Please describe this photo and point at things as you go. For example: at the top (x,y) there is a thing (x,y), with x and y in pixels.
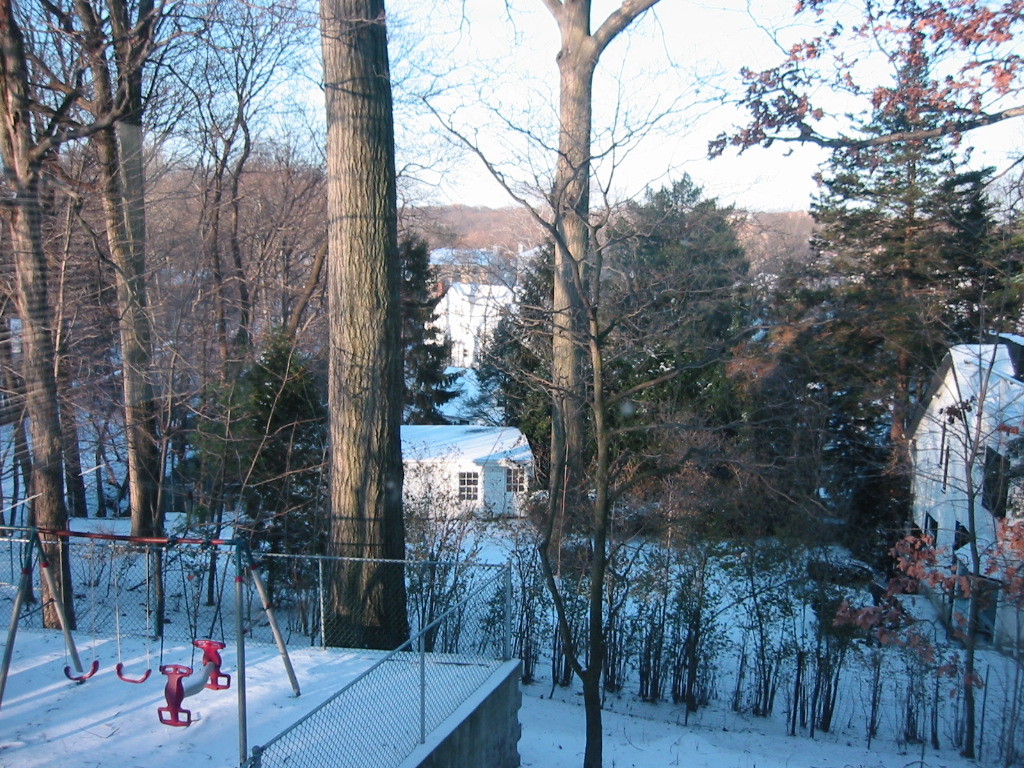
In this image we can see few playground swings (148,642) inside a closed metal mesh fencing (426,610), in this image there are trees (348,458), buildings (518,433) and on the surface (120,645) there is snow (724,658).
